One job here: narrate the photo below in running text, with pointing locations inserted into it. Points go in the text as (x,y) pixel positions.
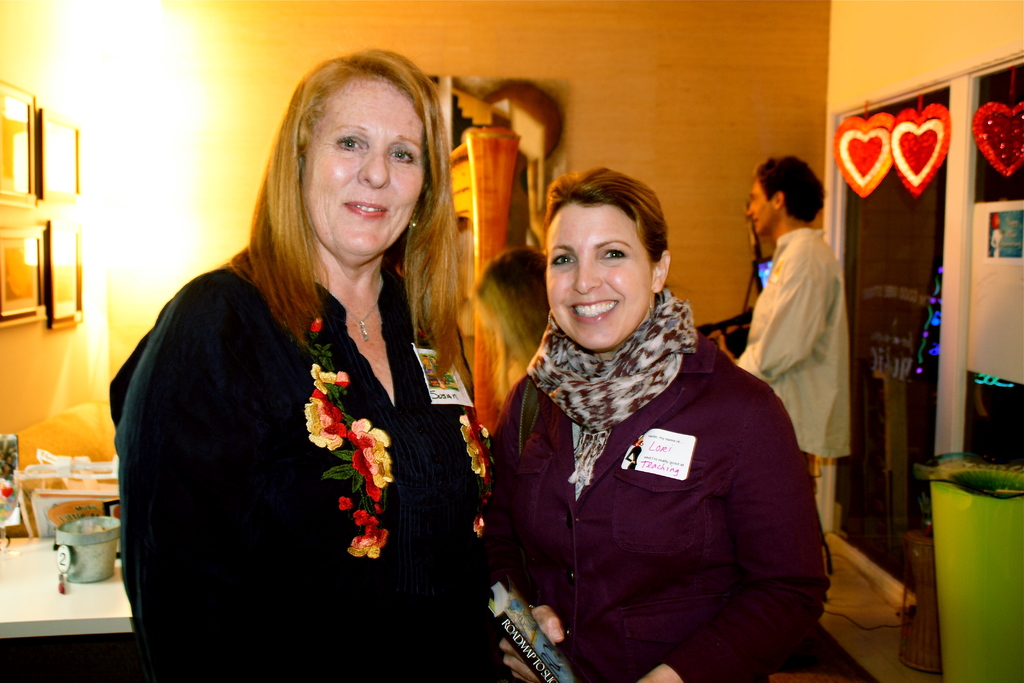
In this image there are two woman (352,399) standing together behind them there is a table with so many things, photo frames (27,254) on the wall (744,251), and person (757,361) standing at the back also there are love pillows (862,162) hanging from top.
